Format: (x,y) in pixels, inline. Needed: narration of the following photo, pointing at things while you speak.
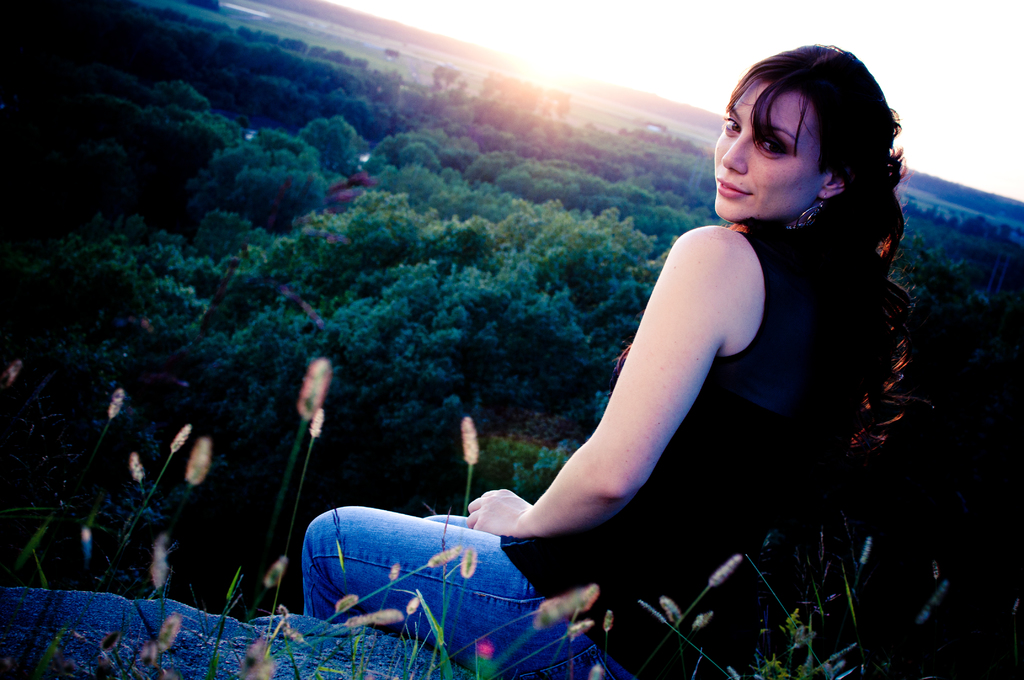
In this picture there is a woman (842,127) who is wearing black shirt (767,463), jeans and earring (825,208). She is sitting at the corner of the stone (437,663). Beside her I can see some grass (573,636). In the background (617,173) I can see the trees (513,99) and mountains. At the top (517,68) there is a sun (553,70). In the top right corner (1010,42) there is a sky (1000,39).
